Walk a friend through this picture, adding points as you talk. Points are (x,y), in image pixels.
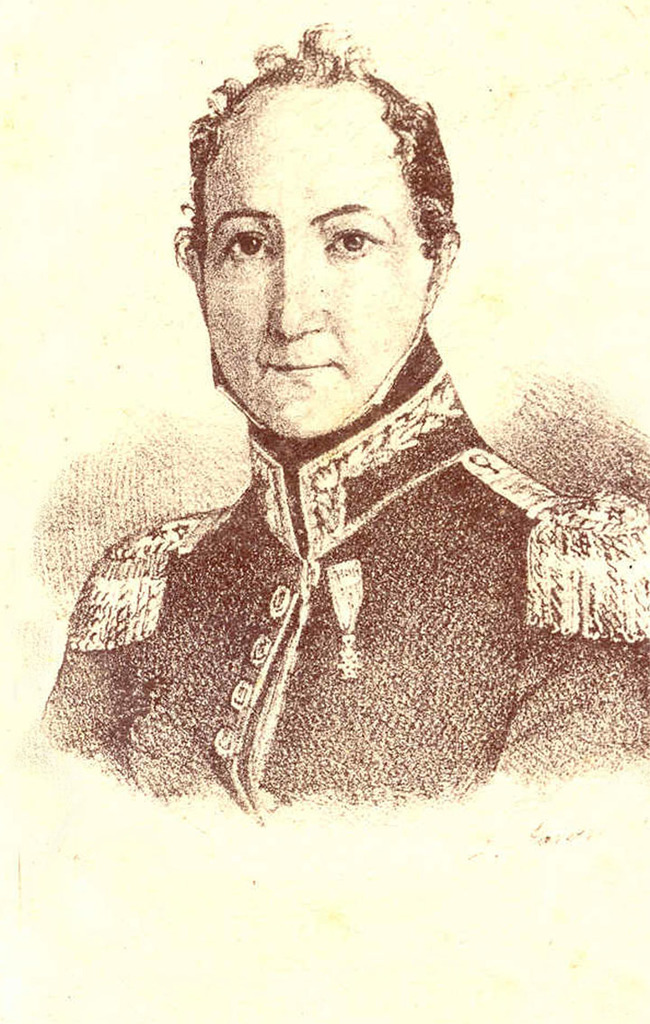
In this image I can see the cream colored surface (378,916) and on it I can see the drawing (312,534) of a person (310,459) wearing uniform (398,583) which is brown in color.
